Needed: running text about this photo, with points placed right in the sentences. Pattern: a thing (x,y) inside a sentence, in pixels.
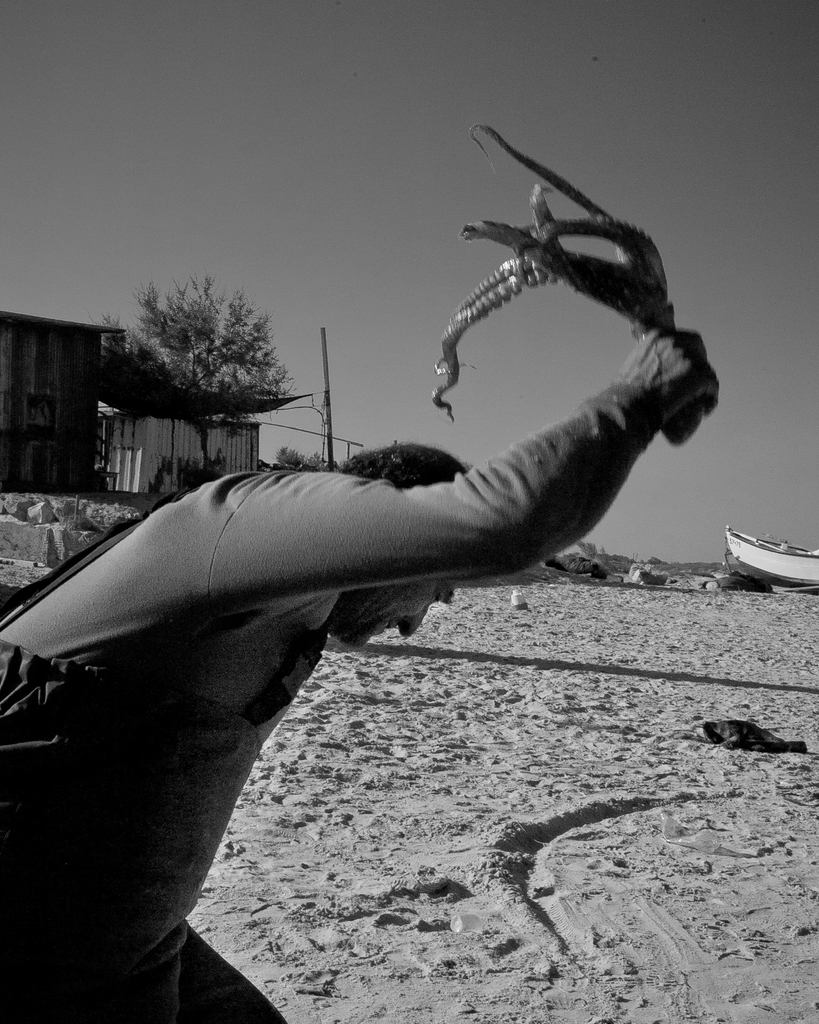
This is a black and white picture. I can see a person (93,971) standing and holding an animal (529,236), there is a boat (803,556) on the sand (525,985), there are sheds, there are trees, and in the background (412,142) there is the sky (568,167).
